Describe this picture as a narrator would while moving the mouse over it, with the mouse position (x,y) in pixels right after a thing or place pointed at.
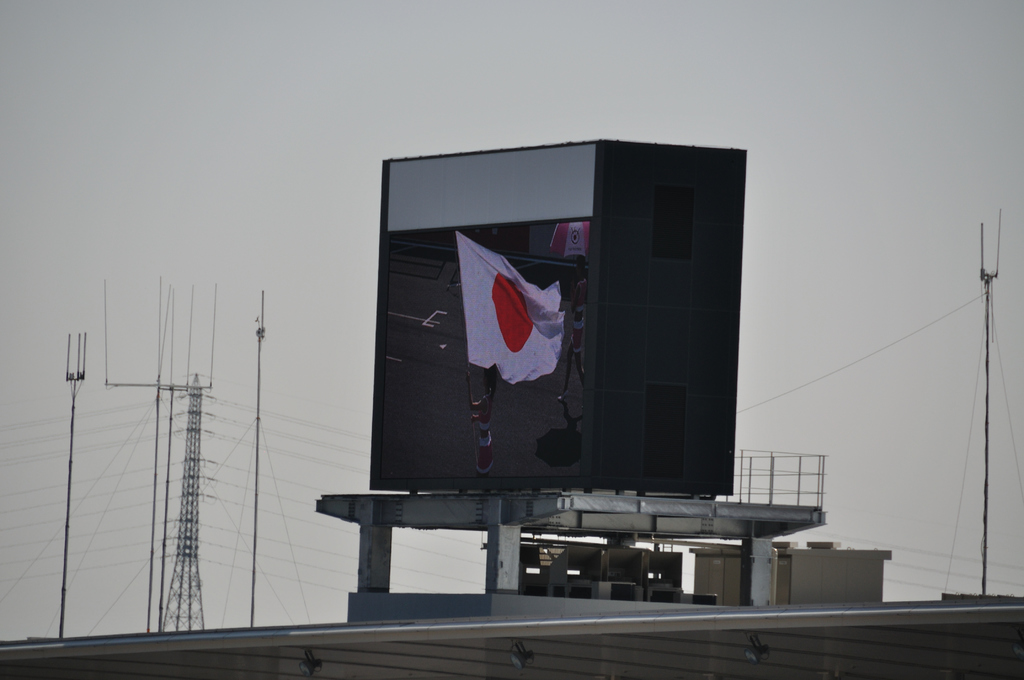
In this image at the middle (664,246) we can see a black color screen (495,240) which is placed on the roof (337,625). On the left (258,474) and right side (985,457), we can see electric poles (167,437), which are connected to the wires (966,454). On the screen (477,366) we can see the white and red color flag like cloth (515,320).
